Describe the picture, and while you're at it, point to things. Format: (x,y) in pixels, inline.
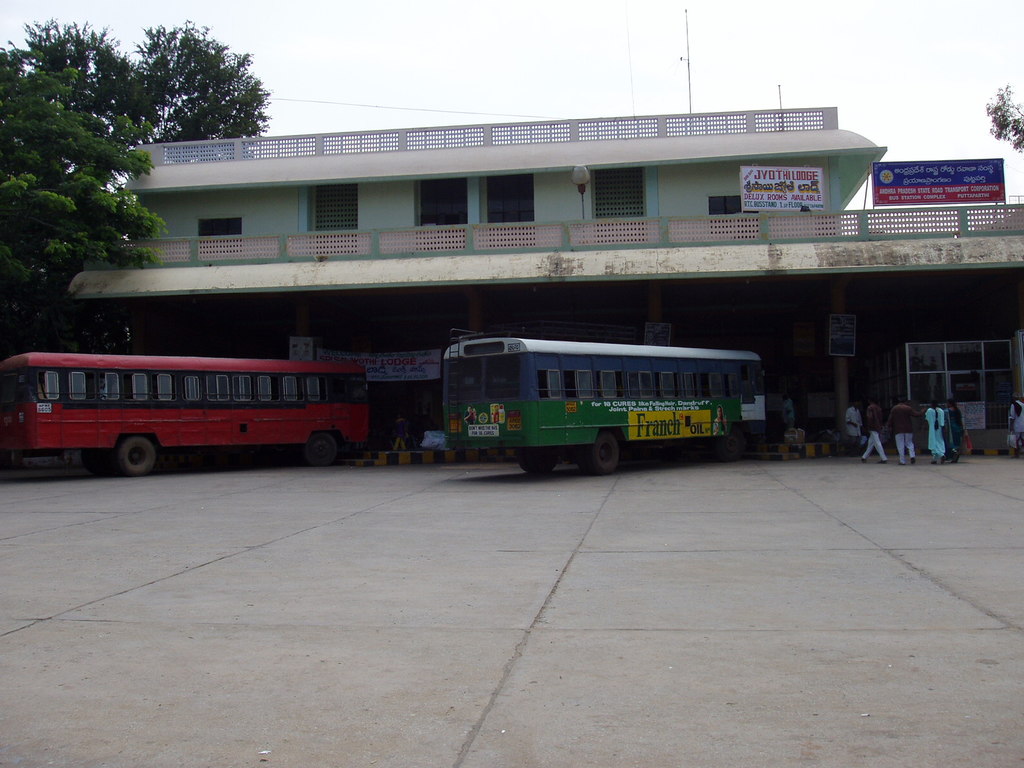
In this image we can see buildings (530,203), motor vehicles (616,414), persons (872,435) on the road (833,514), advertisement boards (845,330), name board (771,180), trees (122,107) and sky (552,87).
